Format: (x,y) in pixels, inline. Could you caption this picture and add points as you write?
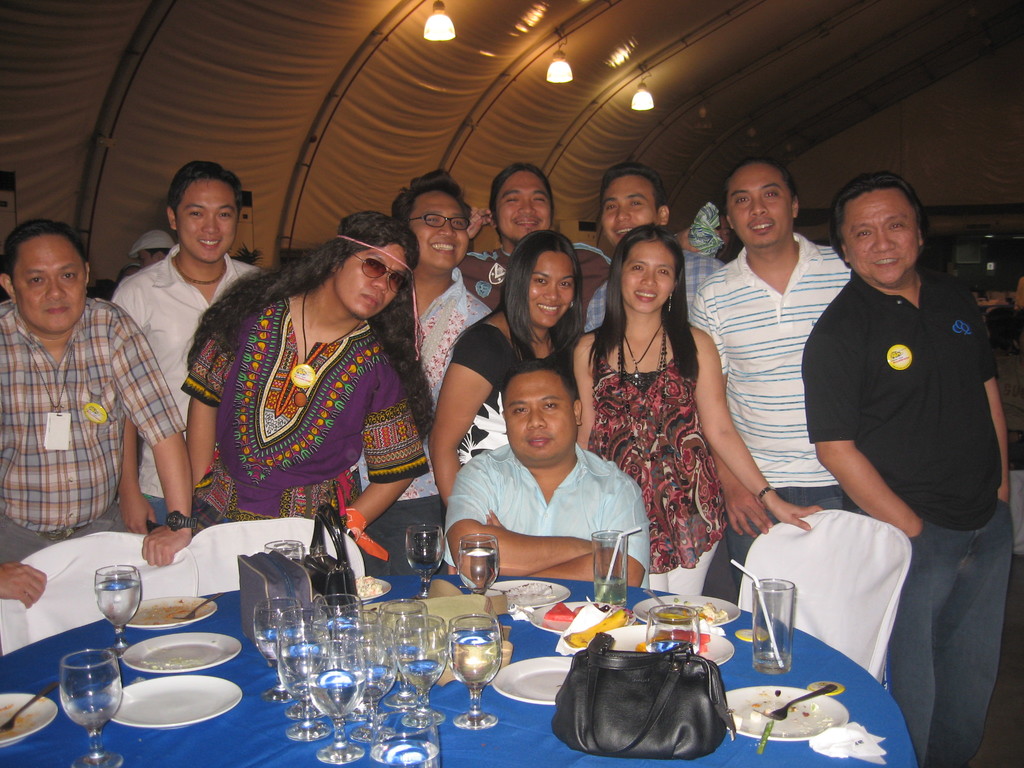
In this image we can see people (748,475). At the bottom (529,544) there is a man (548,527) sitting and we can see a table (266,741). There are glasses (95,721), plates (161,698), forks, bags (601,688), fruits (579,640), napkins (585,609) and some food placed on the table (432,697). In the background (400,142) there is a wall (567,86) and lights (565,65). We can see chairs (748,563).
